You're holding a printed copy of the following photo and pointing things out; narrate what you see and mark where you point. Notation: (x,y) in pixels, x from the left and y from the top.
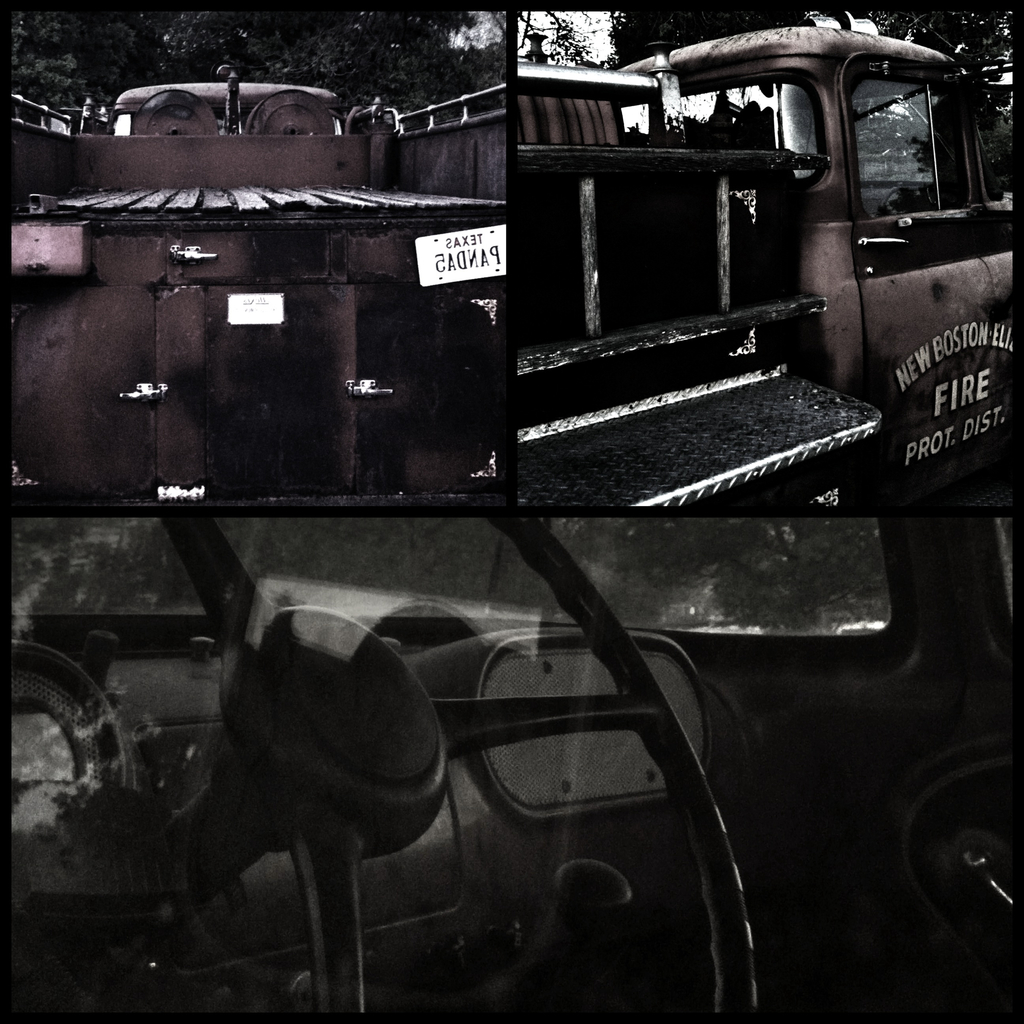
As we can see in the image in the front (636,492) there are vehicles (572,551) and in the background (346,21) there are trees (318,21).
